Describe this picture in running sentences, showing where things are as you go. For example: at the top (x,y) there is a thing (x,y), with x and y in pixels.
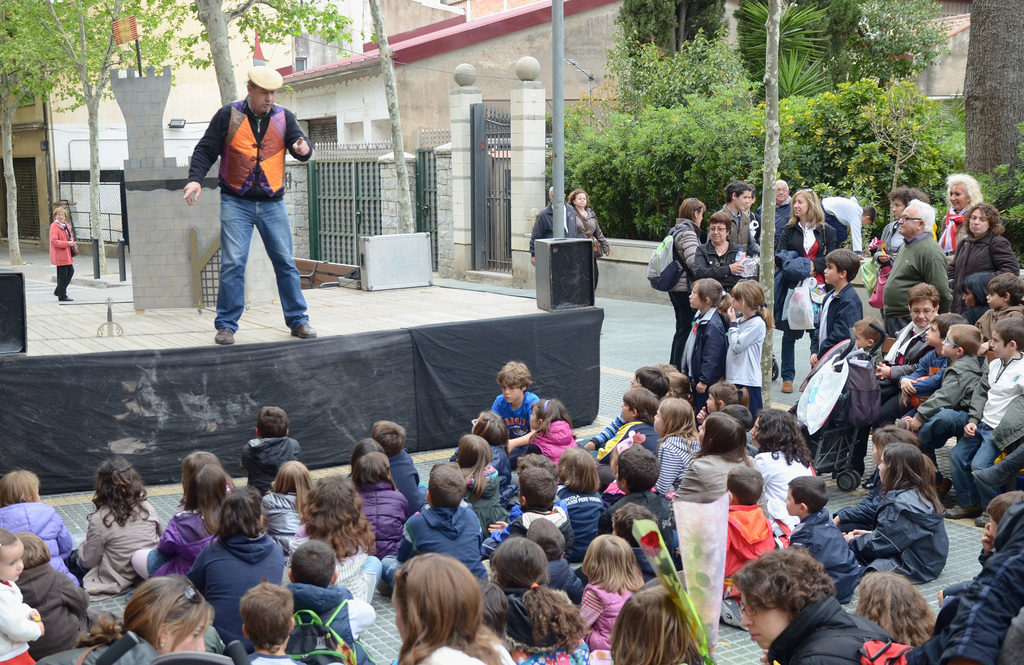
In this image some people (546,564) are sitting on floor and some people (910,362) are sitting on chairs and in front of them there is a person (263,109) standing on stage (318,304) and he is talking and at the right side of the image (732,164) there are trees (739,105) and we can see buildings (371,86) on right side of the image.
